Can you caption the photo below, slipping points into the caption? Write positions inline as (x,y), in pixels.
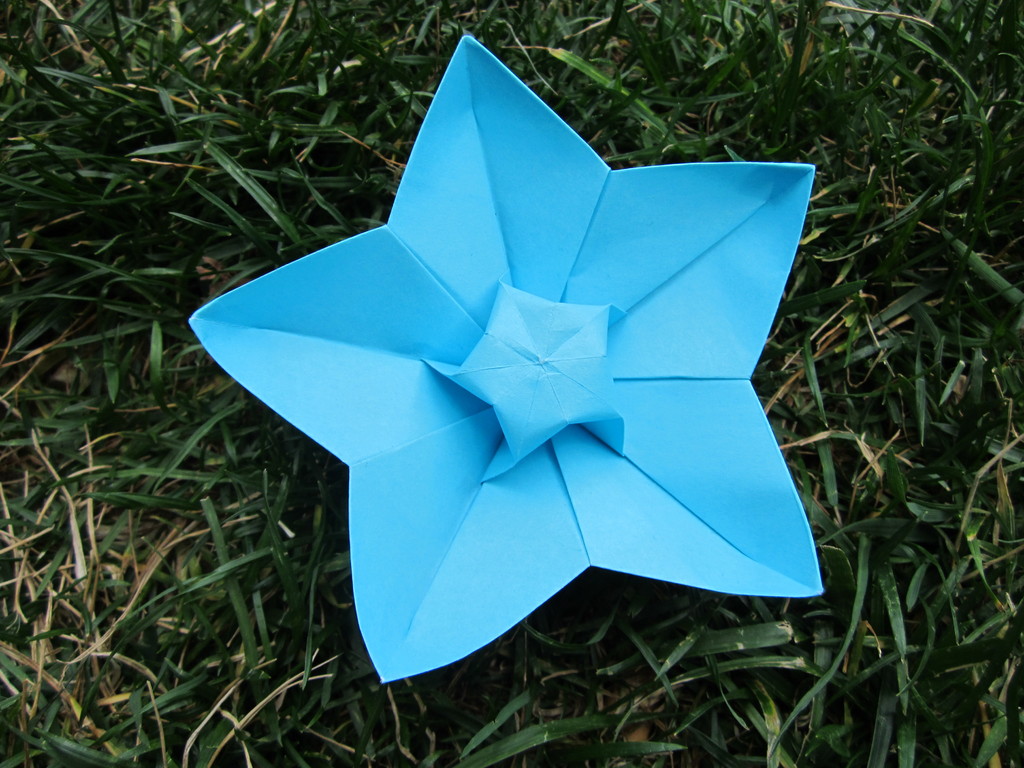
In this image there is a paper flower (436,324) on the grass (216,506).
